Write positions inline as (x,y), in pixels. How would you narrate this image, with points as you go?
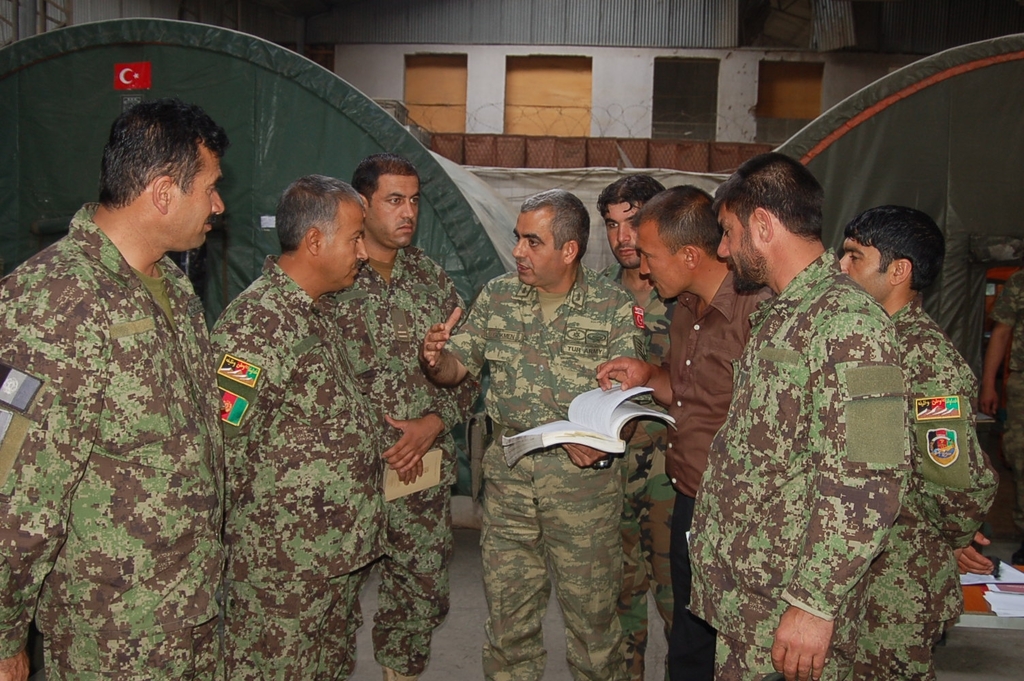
In this image we can see eight persons (769,334) in uniform (823,457) and one person (710,347) in normal dress (717,403). There is a person (587,462) holding the book (601,405). In the background (585,112) there is a building (713,100) and roofs (305,130) for shelter. We can also see some papers (992,611) on the table (986,625).
